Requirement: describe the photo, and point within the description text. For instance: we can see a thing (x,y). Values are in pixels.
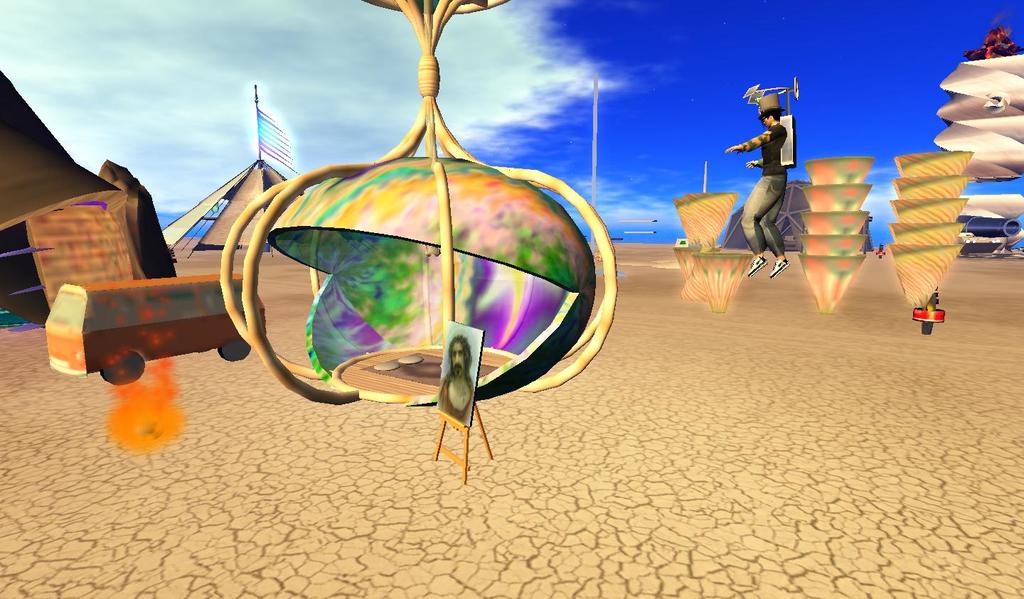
In this picture we can observe a graphic. There is a person (759,218) flying in the air. We can observe a vehicle (181,319) on the left side (111,318). There is a flag (268,151) on the tent (247,181). We can observe a pole (593,125). There is a photograph (467,371) fixed to the stand (441,444) on the land (393,462). In the background (355,75) there is a sky (360,61) with some clouds (394,84).
